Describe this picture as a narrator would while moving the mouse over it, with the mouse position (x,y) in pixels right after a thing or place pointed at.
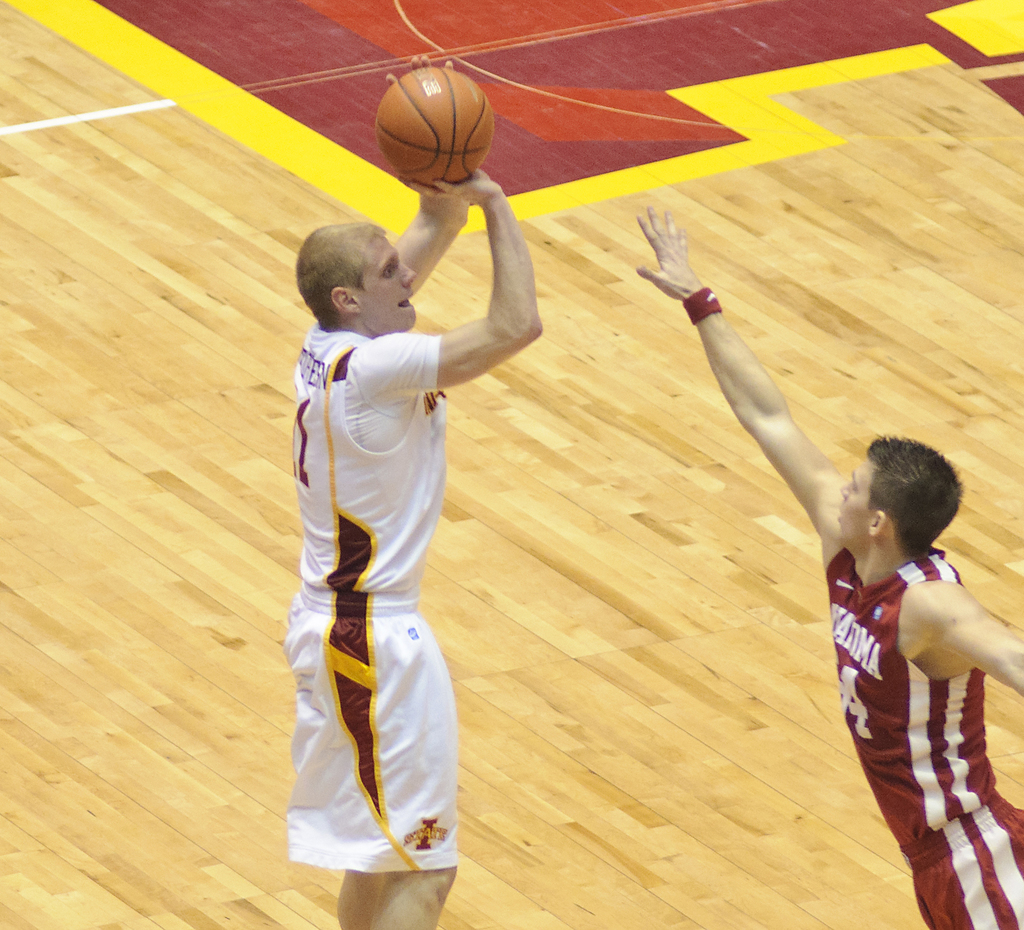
On the left side (334,448), there is a person (410,335) in a white color T-shirt (345,343), holding a basketball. On the right side (929,792), there is a person (884,651) in a red color T-shirt (886,696), stretched his hand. In the background (741,85), there is a painting (356,8) on the floor (121,47).
